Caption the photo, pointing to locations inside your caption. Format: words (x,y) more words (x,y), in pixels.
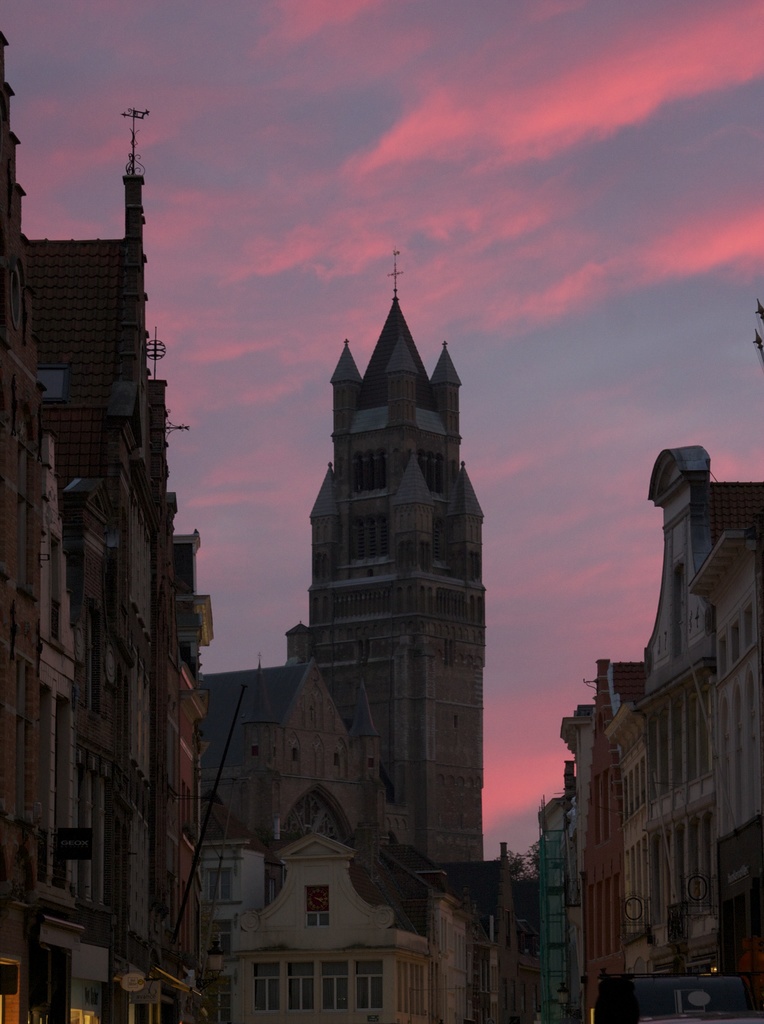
In this image I can see few buildings (222,832) and few metal rods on the buildings (129,339). In the background (548,798) I can see few trees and the sky (514,340).
